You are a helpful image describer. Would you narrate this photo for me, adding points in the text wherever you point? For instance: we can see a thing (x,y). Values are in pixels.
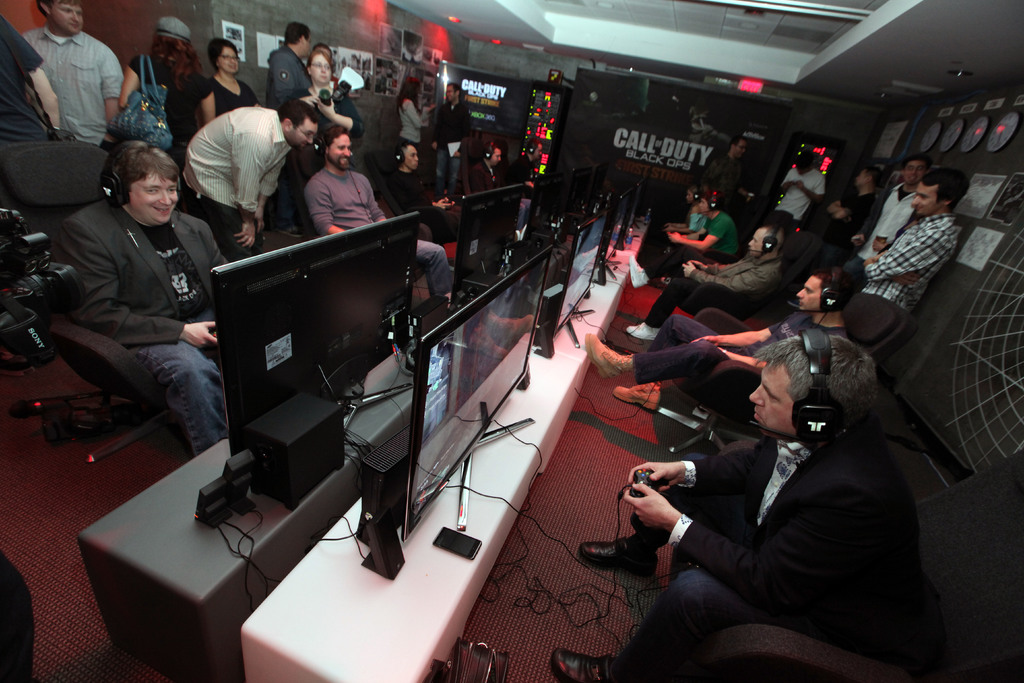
In this image there are a group of people (759,227) who are wearing headsets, and they are sitting and some of them are holding objects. And it seems that they are playing video games, and there are some televisions (422,480), wires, mobile (447,538). In the background (400,53) there are some posters (421,72), boards (601,95). On the boards (819,146) there is text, and on the right side (974,165) there are clocks (975,136), photo frames (966,200) and wall (976,165). At the bottom (79,537) there is floor (79,459), and at the top (548,15) there is ceiling (477,37) and we could see some lights (808,11).
